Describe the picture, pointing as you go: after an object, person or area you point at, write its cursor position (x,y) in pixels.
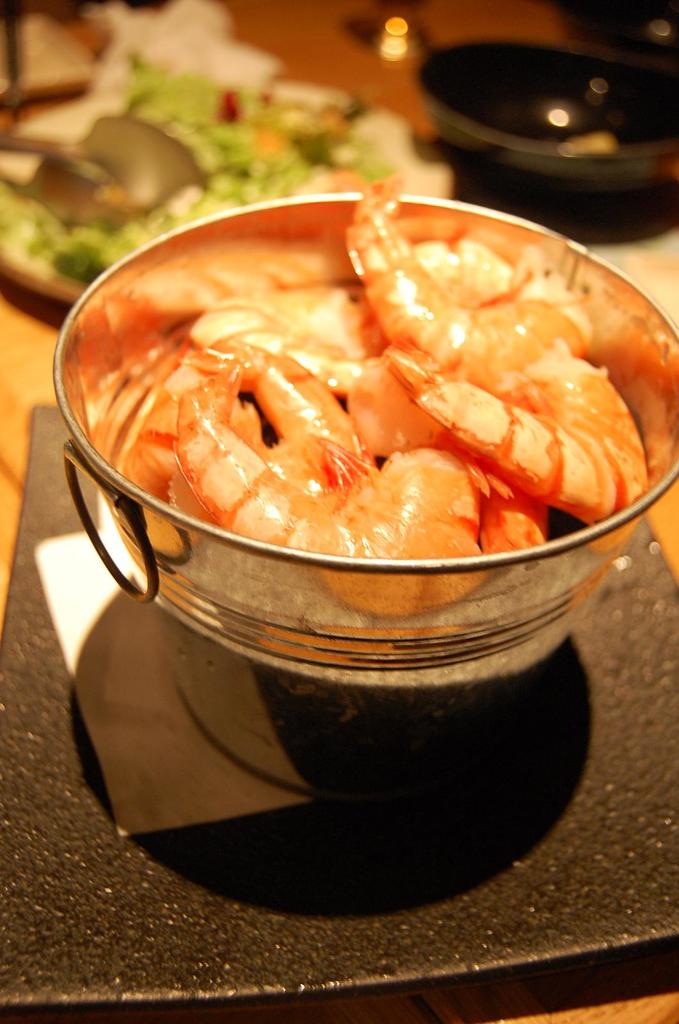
In this image we can see a bowl (333,603) on a black surface (448,891). In the bowl (372,603) there are prawns (314,420). In the background (328,155) it is blur.
